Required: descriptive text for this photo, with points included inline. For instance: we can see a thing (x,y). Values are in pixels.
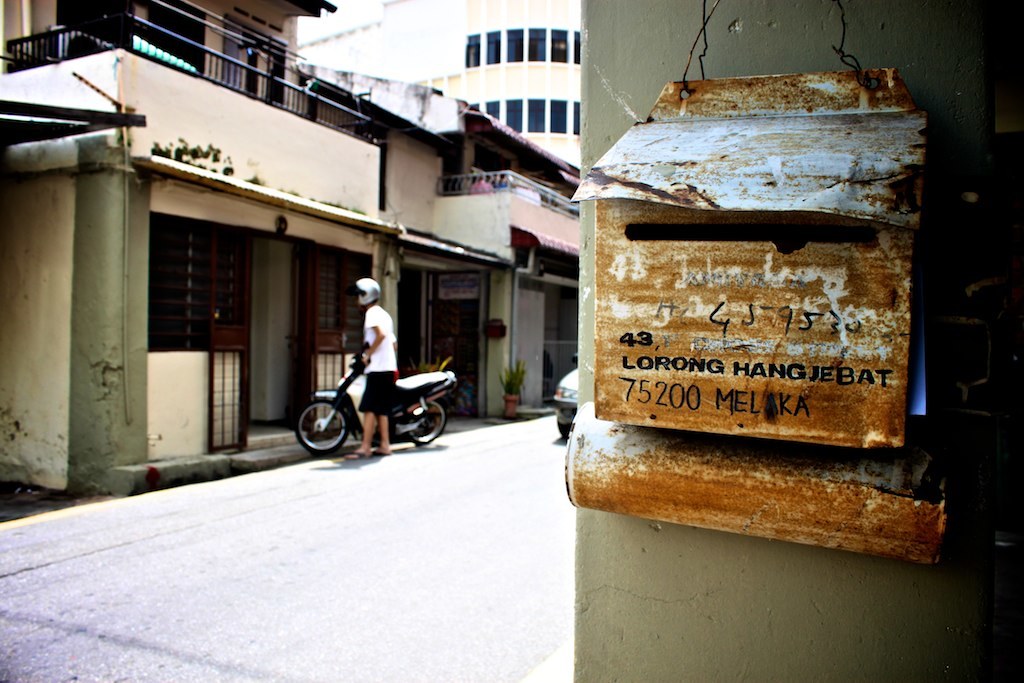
On the right side of this image (775,337) there is a post box (802,250) attached to the wall (950,522). On the left side (245,648) there is a road (340,592) and there is a vehicle (559,398). One person (387,384) is wearing a helmet (370,298), holding a motorcycle (408,412) and standing facing towards the left side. In the background (304,258) there are few buildings (268,198).
